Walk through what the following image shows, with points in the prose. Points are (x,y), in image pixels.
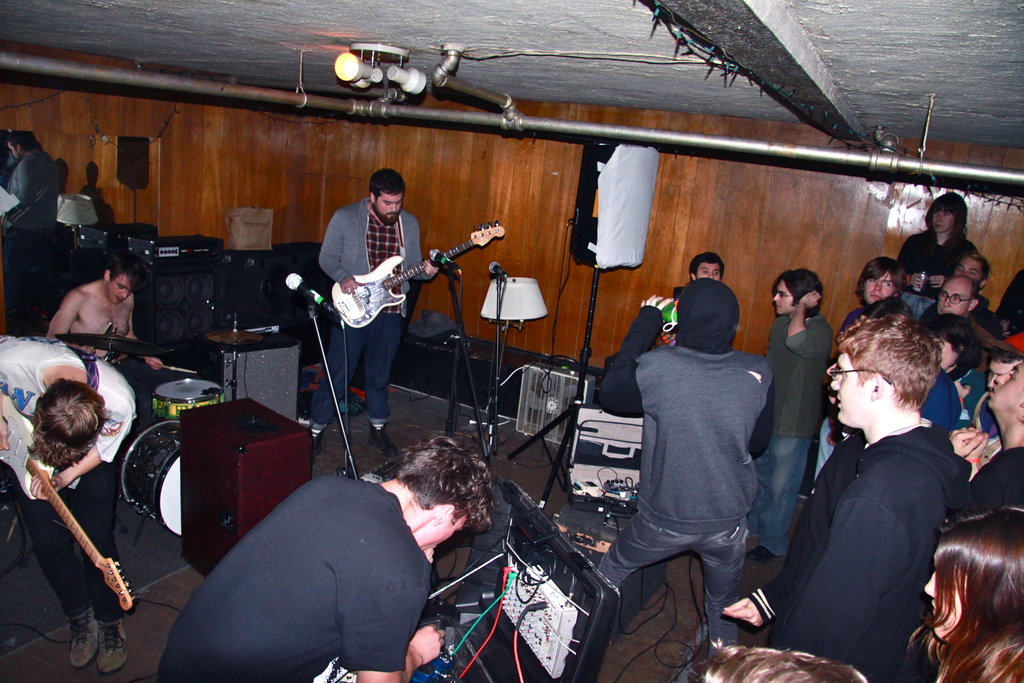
In this picture a group of people (782,540) standing on the right (776,325) and there are people (379,360) playing guitar (498,225) here and there is a person (130,332) sitting and playing the drum set (198,392) over here and this person (422,597) is checking the cables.
